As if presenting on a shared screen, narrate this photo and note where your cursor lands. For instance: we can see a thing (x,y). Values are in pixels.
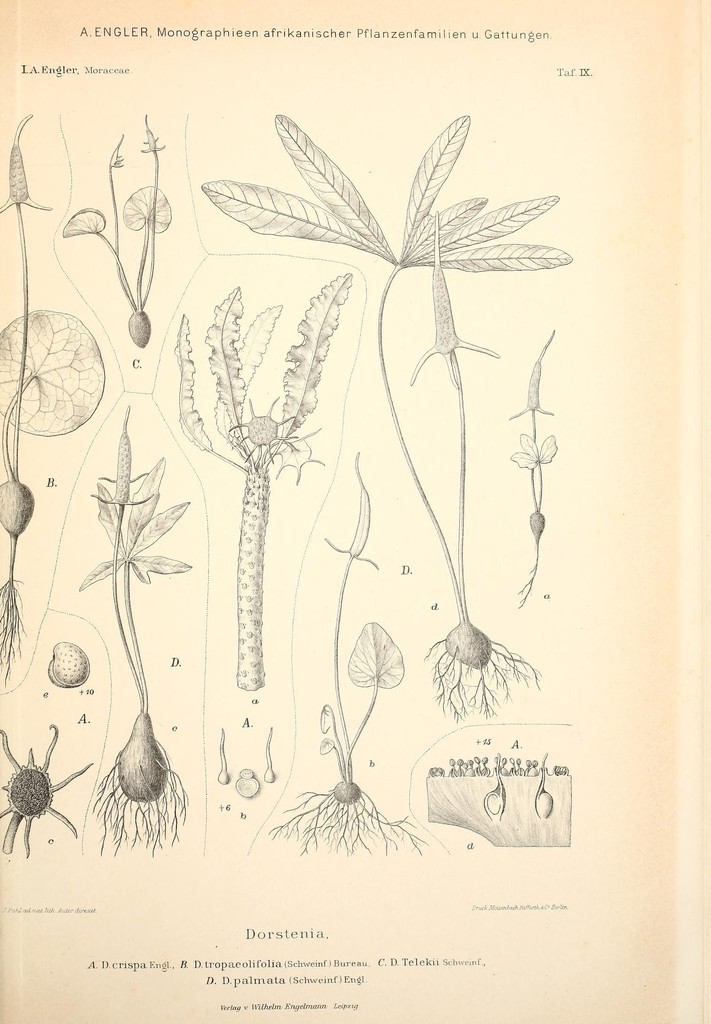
In this image we can see pictures (11,334) of the plants (11,804) with roots (127,804). Here we can see edited text (453,38) at the top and bottom of the image (341,976).
